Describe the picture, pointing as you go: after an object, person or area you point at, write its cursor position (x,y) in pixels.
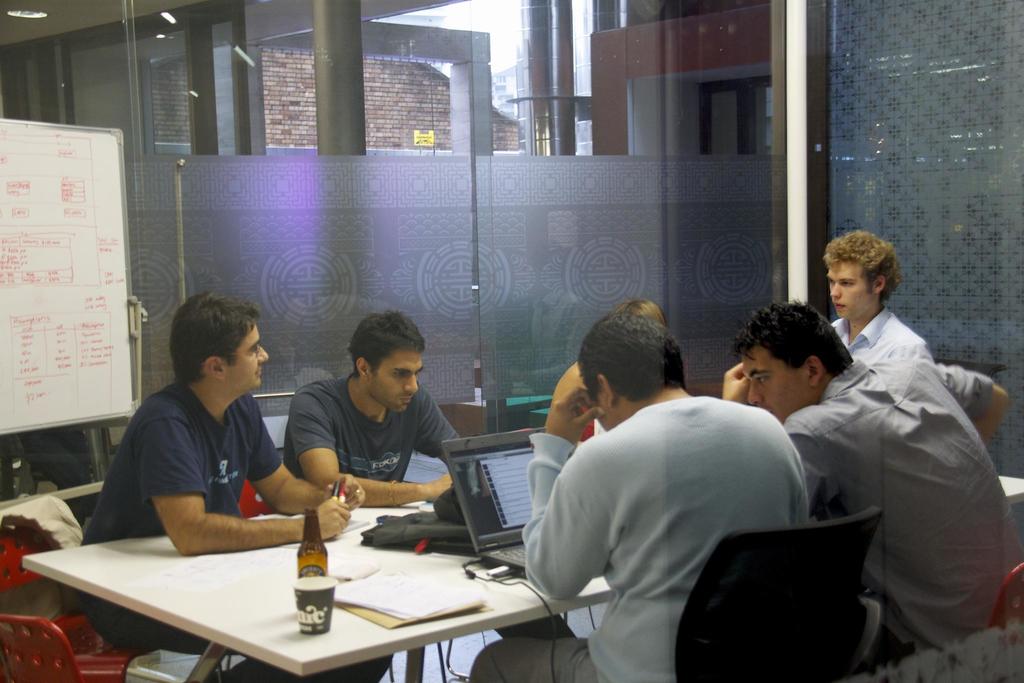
This image is clicked in a meeting room (737,196). There are six persons (192,443) in this image sitting in the chairs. In the middle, there is a table (235,624) on which the bag (418,532), a laptop (467,467), bottle (310,547), and a glass (318,600) is kept. To the left (43,269), there is a board (41,268). To the right (908,130), there is a glass wall (949,178). In the middle (343,455), the man (670,535) is wearing gray t-shirt (667,577).
